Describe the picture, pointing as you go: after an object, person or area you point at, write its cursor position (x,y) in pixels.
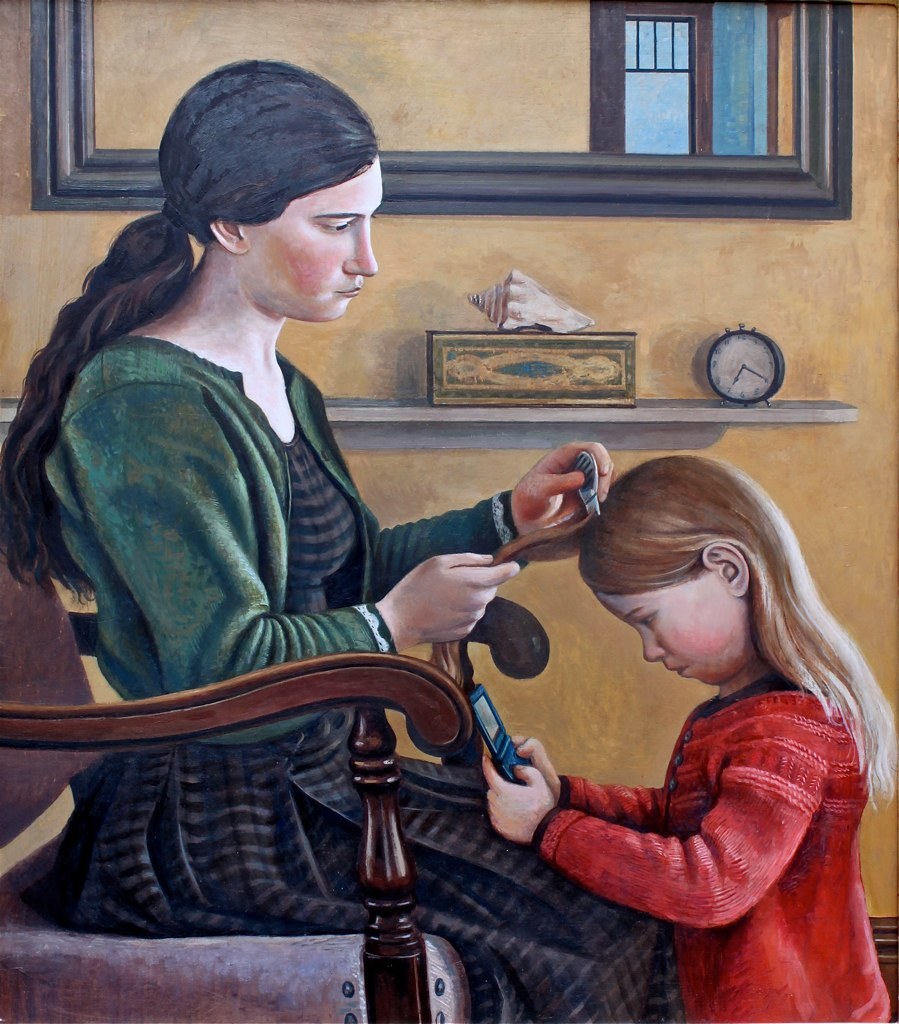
It is a painting. In the center of the image (343,641) we can see one woman (555,490) sitting on the chair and she is holding a comb (596,475) and hair (676,507). In front of her, we can see one girl (818,729) holding a phone (511,757). And we can see they are wearing jackets (715,818), which are in green and red color. In the background (606,279) there is a wall (837,281), window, wall shelf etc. On the wall shelf (433,410), we can see one alarm clock (710,376), box (477,403), shell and a few other objects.
